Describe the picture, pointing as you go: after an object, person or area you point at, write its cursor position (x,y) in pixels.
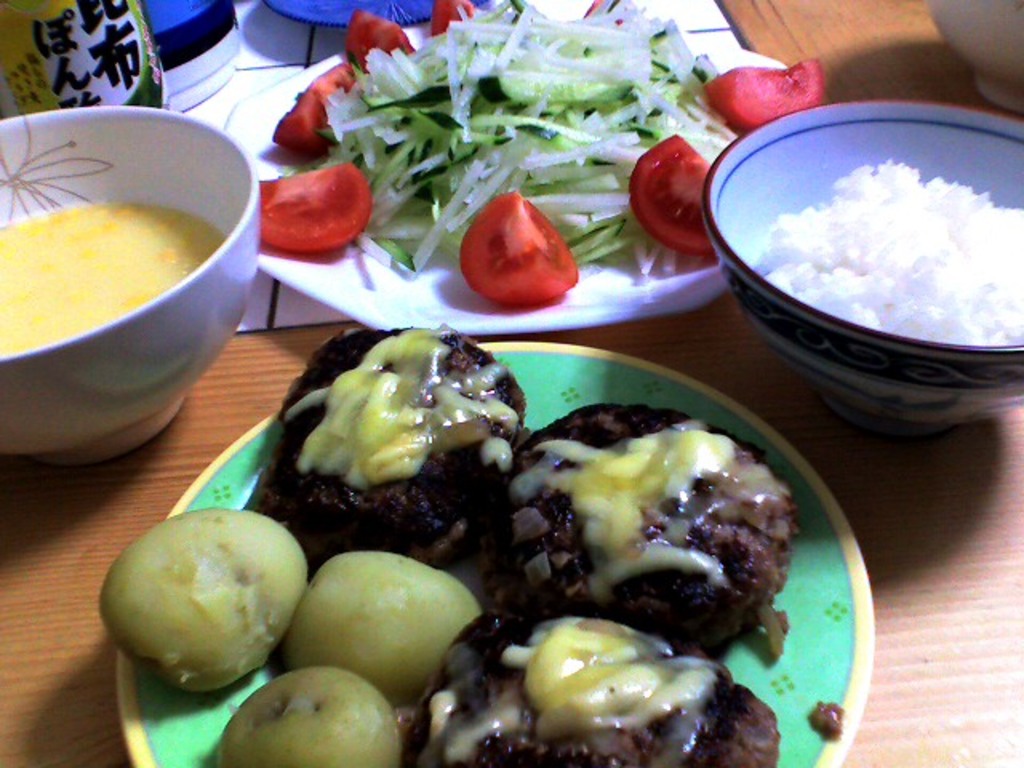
In this image we can see food (440,226), plates (440,273), bowls (868,427), and other objects (70,96) on a wooden platform (962,559).
